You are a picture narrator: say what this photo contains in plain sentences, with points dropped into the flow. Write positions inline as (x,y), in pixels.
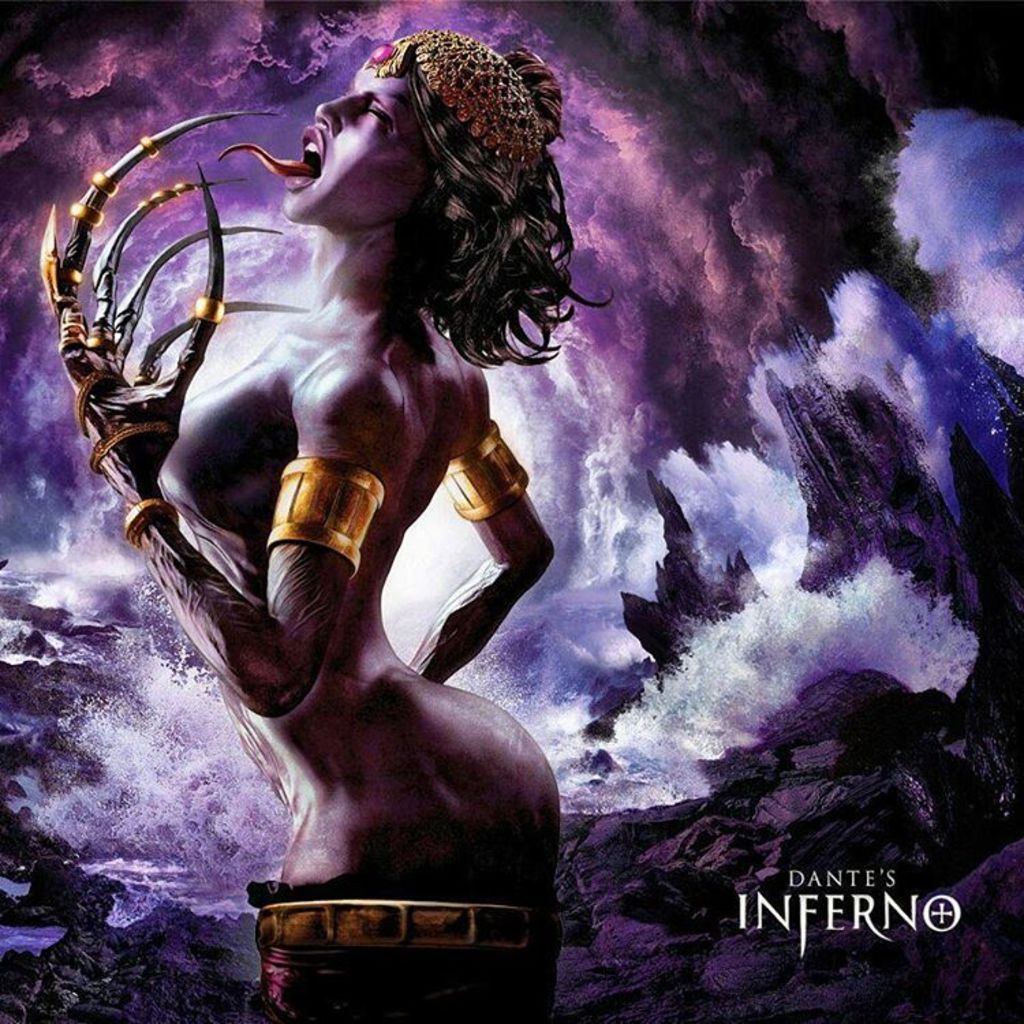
This is a graphic image of a lady (415,243) with demon hands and behind there is abstract of clouds (99,501) and ocean (672,708).
